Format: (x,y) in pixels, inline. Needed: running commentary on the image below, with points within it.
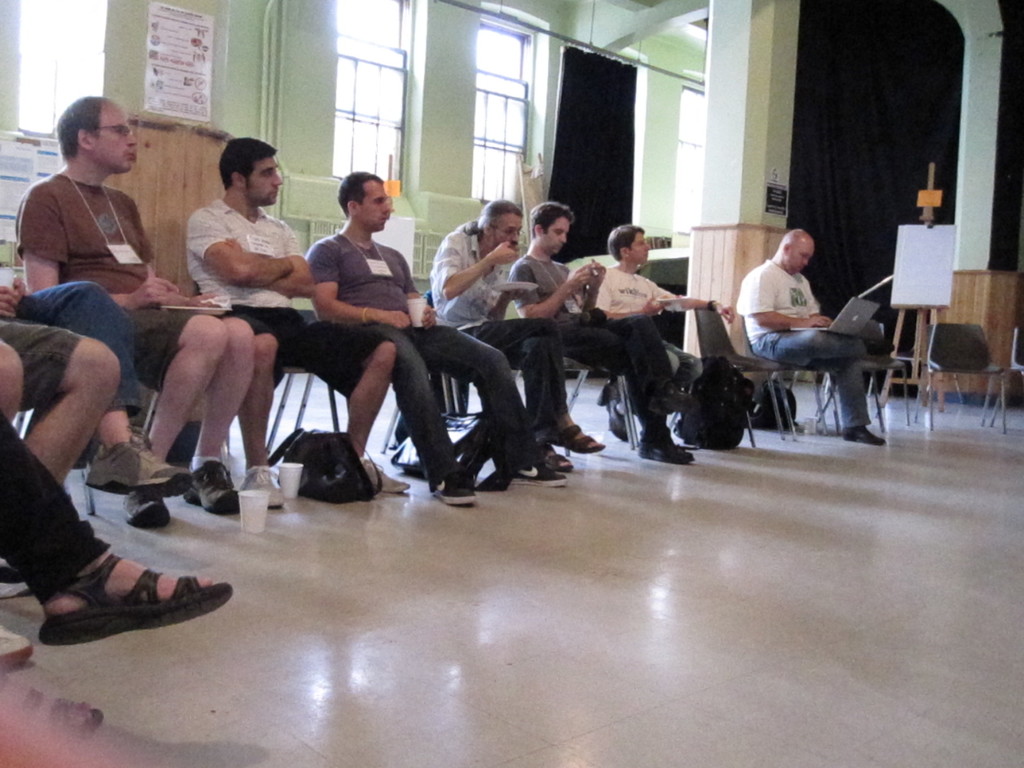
In this picture I can observe some men (292,256) sitting in the chairs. Some of them are wearing tags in their necks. I can observe white color cups (294,476) on the floor (235,519). On the right side (918,249) there is a board (920,251) fixed to the stand (928,184). In the background (584,132) there is a black color curtain (570,128) and windows (391,99).
